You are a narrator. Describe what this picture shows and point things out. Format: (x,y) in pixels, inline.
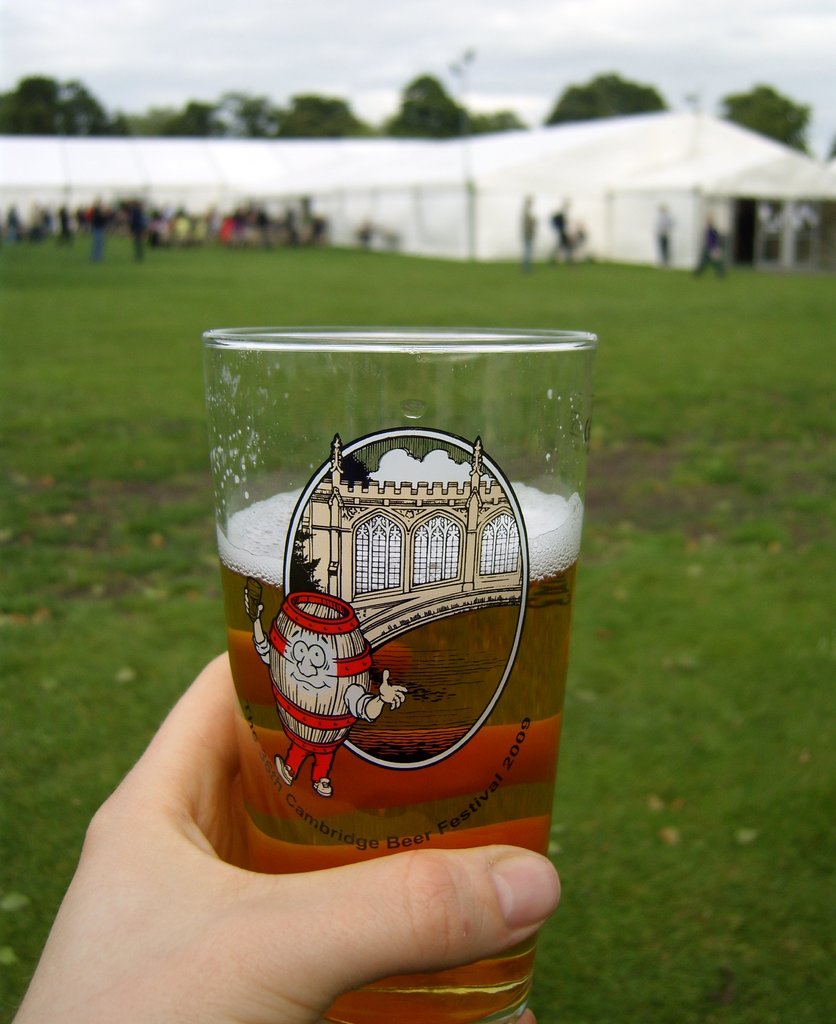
In this image on the foreground (410,492) we can see a hand (280,902) with a glass of drink (398,597). In the background (390,188) there are tents (117,167), trees (729,114), people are there. The sky (695,34) is cloudy.
